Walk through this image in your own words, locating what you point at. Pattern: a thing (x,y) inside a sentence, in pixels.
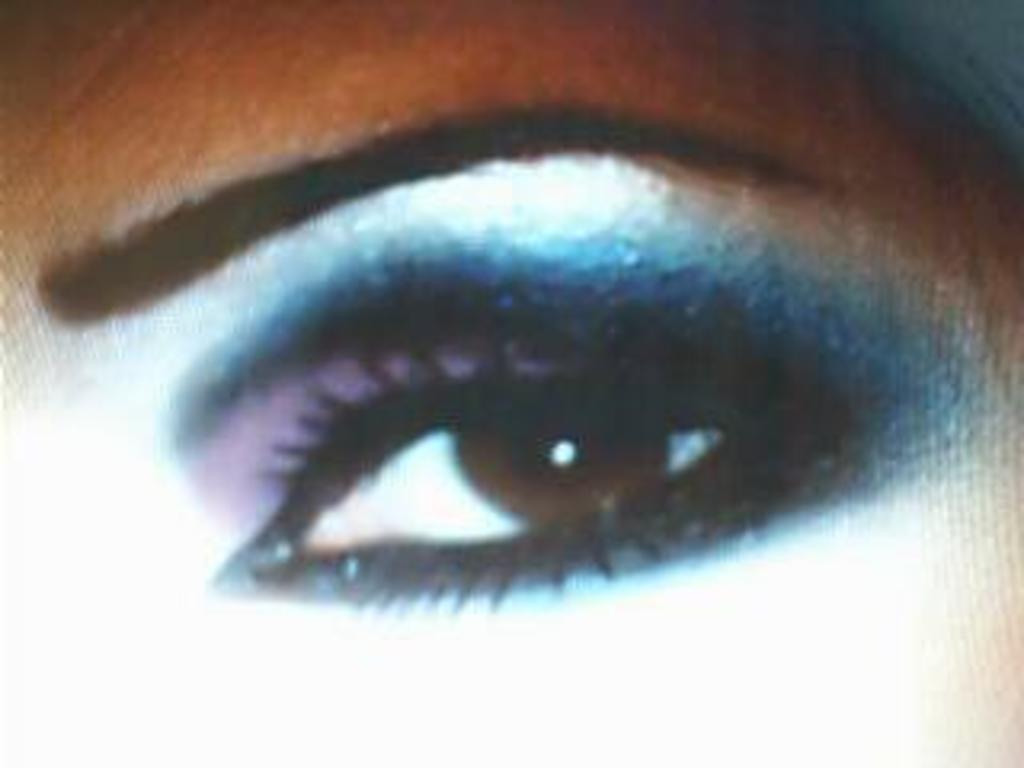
In this picture, we can see an eye (293,314) of a woman (878,253).
